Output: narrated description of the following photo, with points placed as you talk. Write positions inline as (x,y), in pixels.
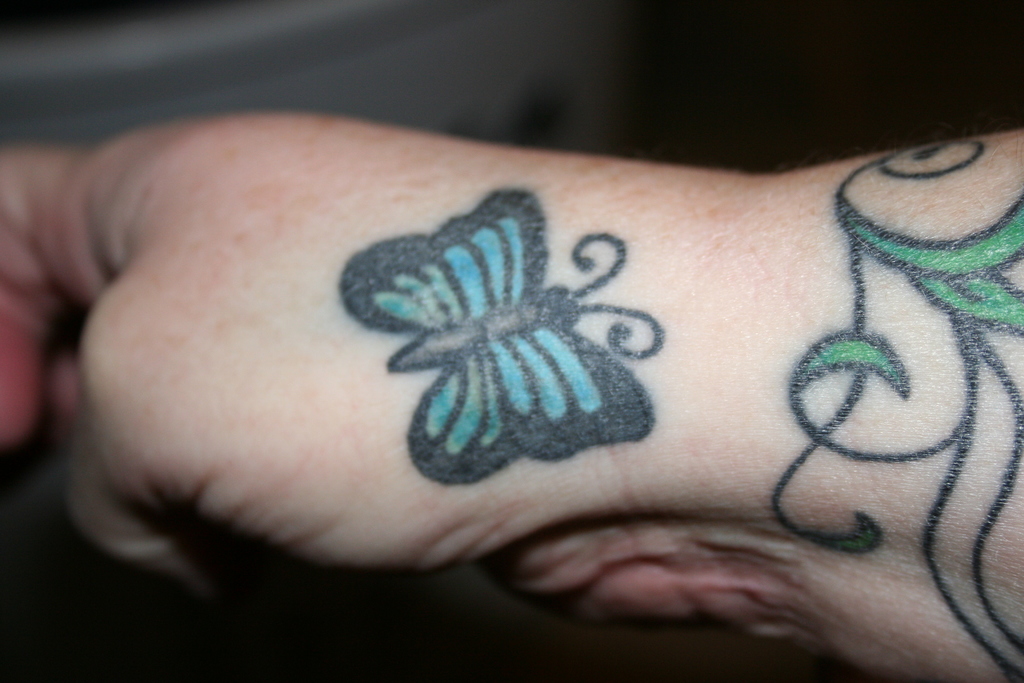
In this image we can see a person's hand (556,373) with tattoos (552,393) on it.
